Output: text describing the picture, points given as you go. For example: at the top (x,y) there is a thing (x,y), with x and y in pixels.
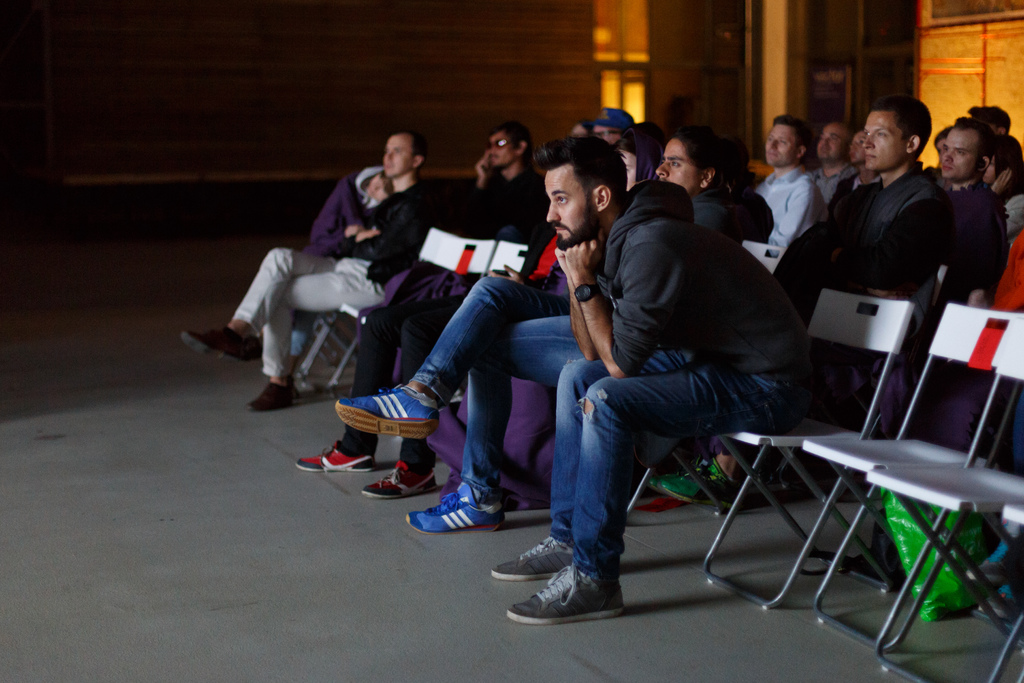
In this image we can see a group of people (657,417) sitting on the chairs (758,454). On the right side (945,565) we can see a cover (932,592) placed on the surface (869,591). On the backside (703,85) we can see a wall (588,86) with some windows (634,79).
